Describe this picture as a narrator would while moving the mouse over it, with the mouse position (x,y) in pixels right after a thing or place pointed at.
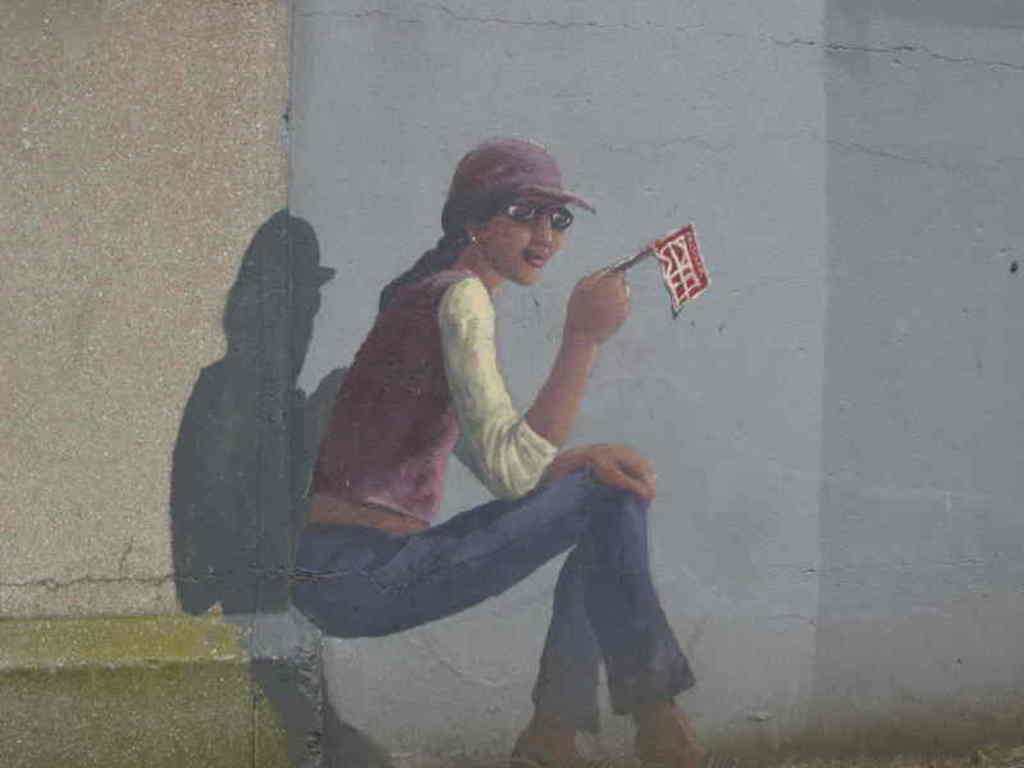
This picture shows a painting (478,178) on the wall (419,692) and we see a woman (370,450) seated and holding a flag (695,254) and she wore sunglasses (551,211) on her face (529,245) and cap (554,199) on her head (530,227).
